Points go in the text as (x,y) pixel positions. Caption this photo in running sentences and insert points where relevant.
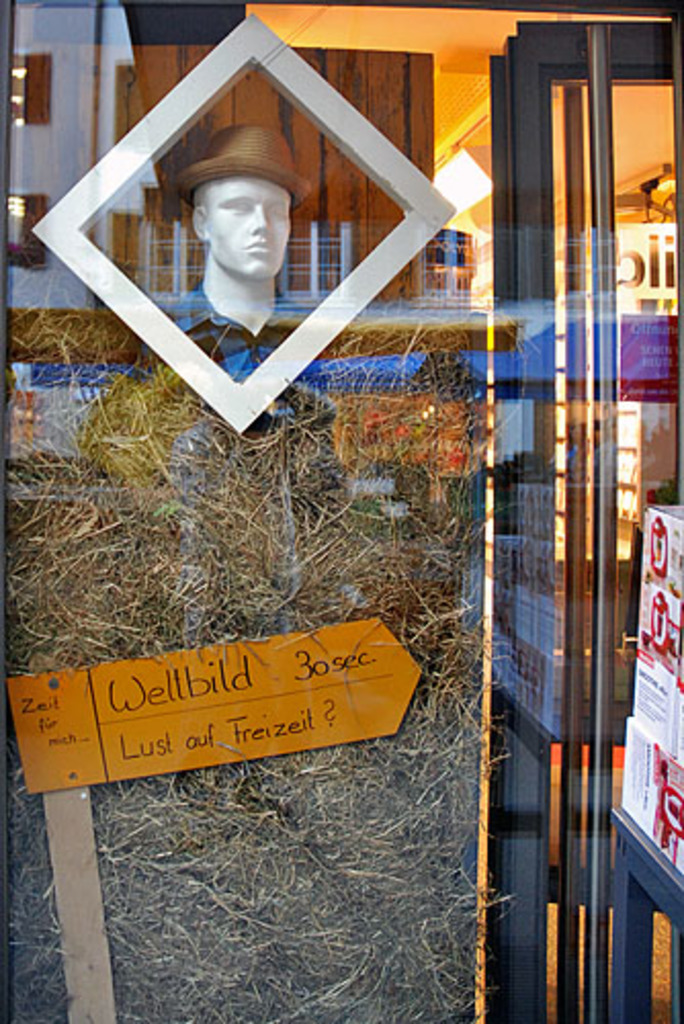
In this image in the foreground (191,424) there is one glass window (453,438) and through the window (264,621) we can see a manikin (224,215), hat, grass (232,612), board (353,708), lights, boxes (668,586), wooden wall (173,75) and some other objects (522,176).
